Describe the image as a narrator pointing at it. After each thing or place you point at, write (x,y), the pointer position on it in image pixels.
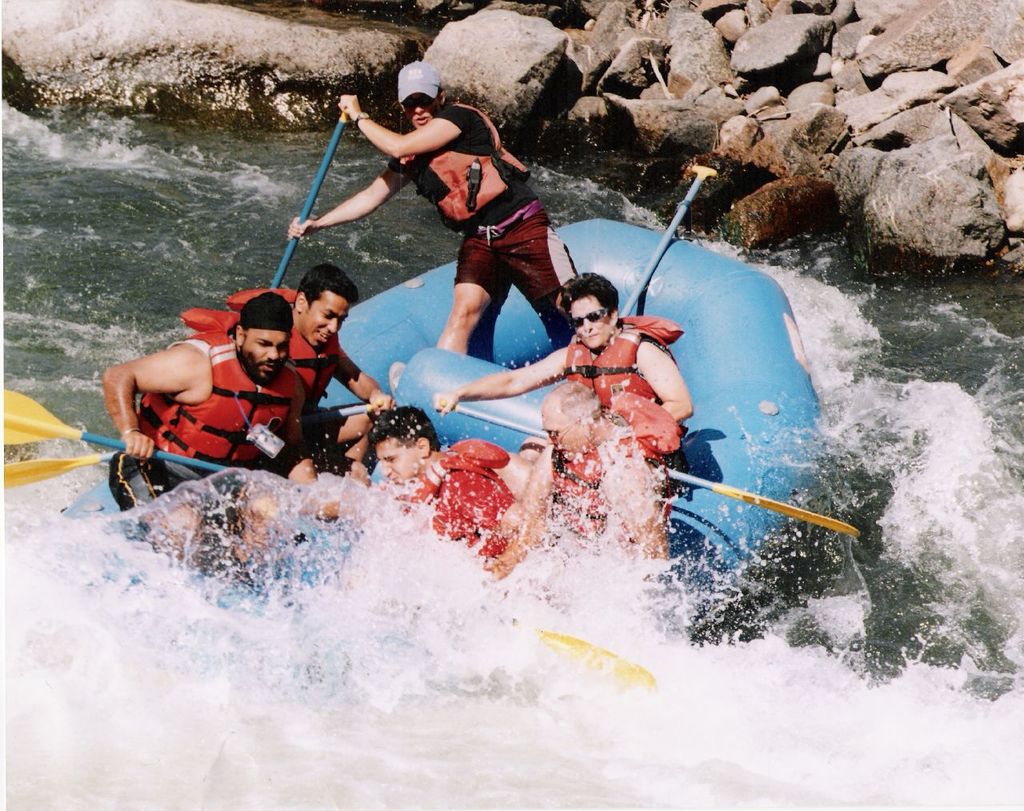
In this image we can see persons (413,433) boating on the water (530,668). In the background (489,58) there are rocks (588,54).
